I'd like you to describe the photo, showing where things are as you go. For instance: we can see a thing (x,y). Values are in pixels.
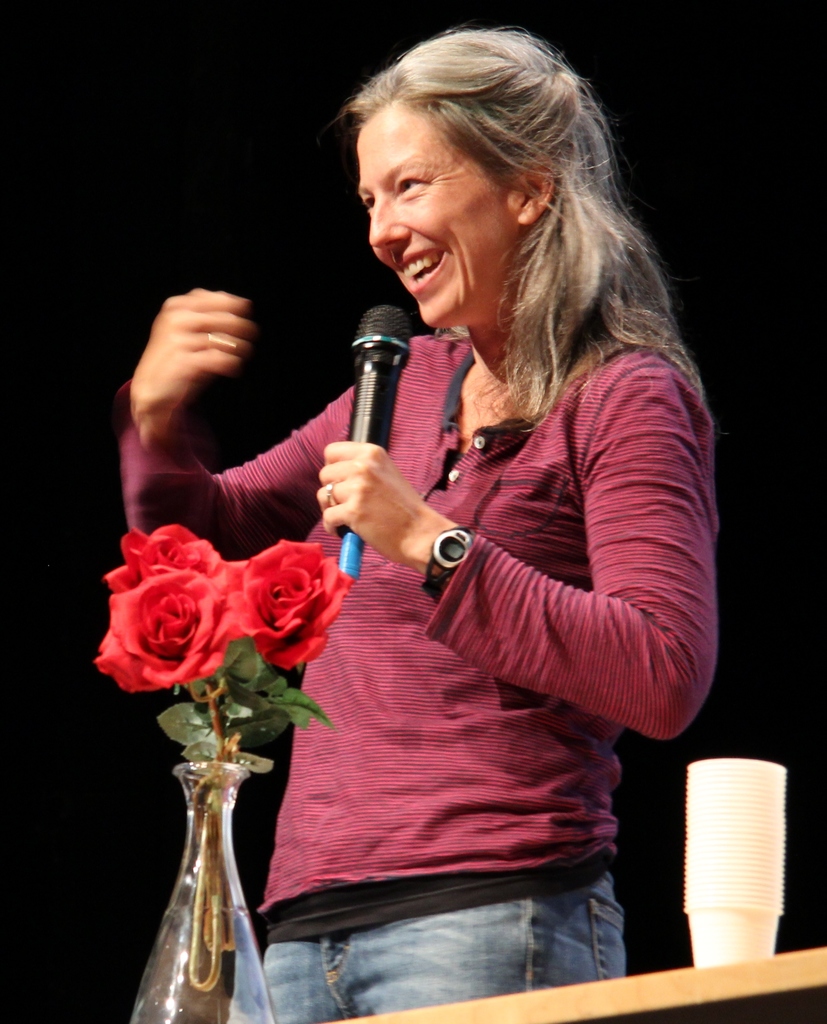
In this image there is a woman (545,129). She is wearing a maroon t shirt (426,864) and blue jeans (409,950), she is holding a mike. In Front of her there is a flower vase (190,920). Towards right bottom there are group of glasses (693,886) and background (819,931) is dark.
